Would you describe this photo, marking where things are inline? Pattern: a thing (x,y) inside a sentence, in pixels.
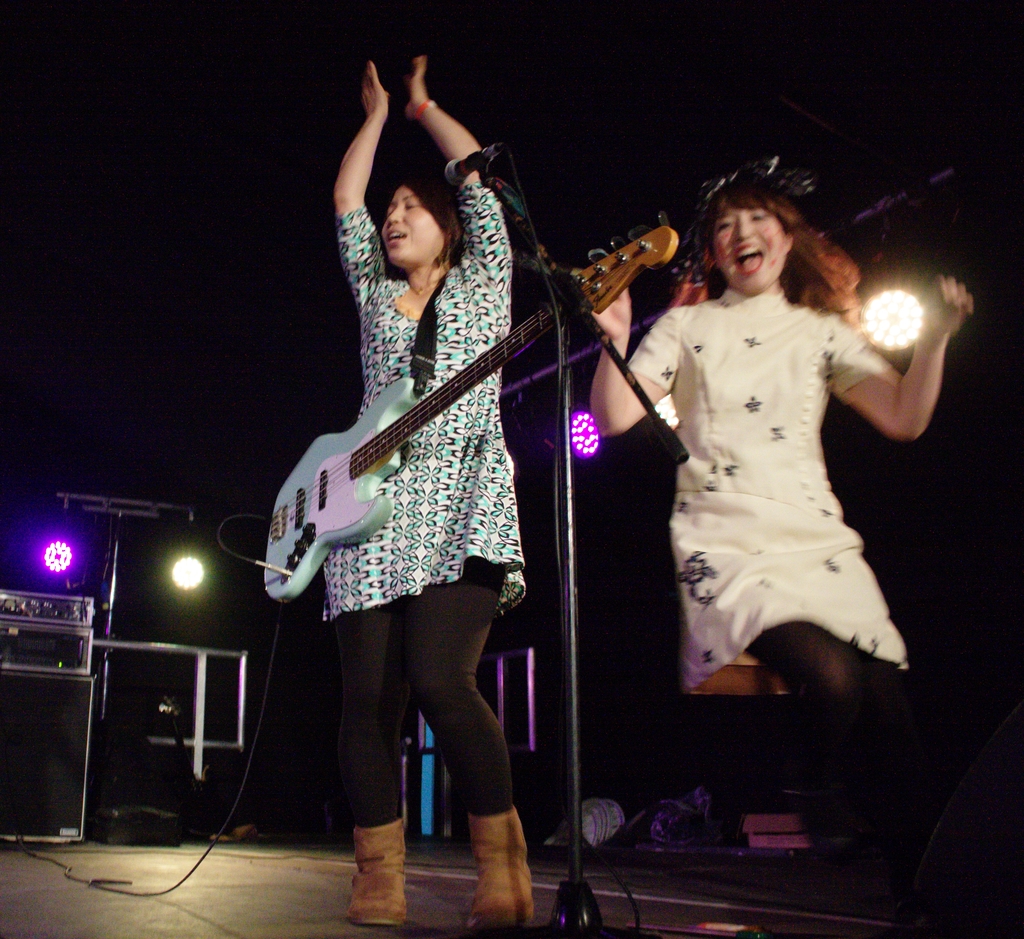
In this picture I can see two women (644,372). The woman (474,320) who is standing on the left side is holding a guitar (365,446) and clapping. The woman (721,340) who is at right side (749,467) is dancing and it seems like she is singing a song. In the background (895,310) I can see some lights (59,548). In the front of the woman (491,272) there is a mike stand (468,159).
